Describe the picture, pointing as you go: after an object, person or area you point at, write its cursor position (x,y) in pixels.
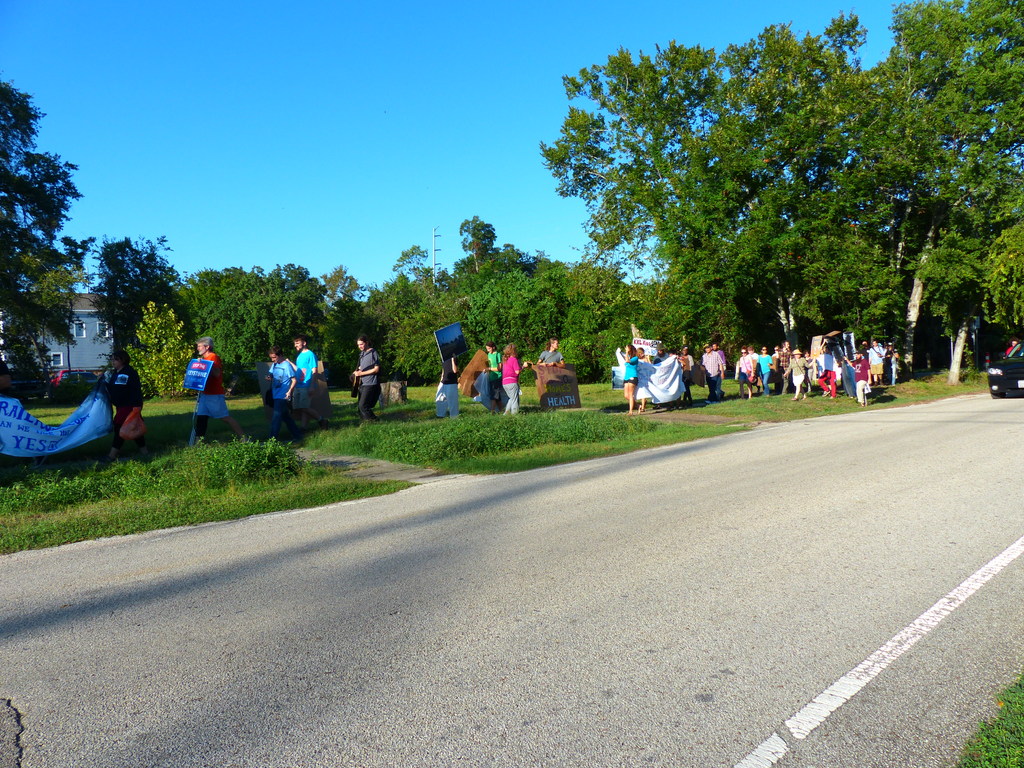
In this picture we can see a vehicle (1021,357) on the road (563,540), building (85,312) with windows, trees (671,235) and a group of people (719,349) walking on grass (807,407) and holding banners (263,394) with their hands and in the background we can see the sky (301,186).
